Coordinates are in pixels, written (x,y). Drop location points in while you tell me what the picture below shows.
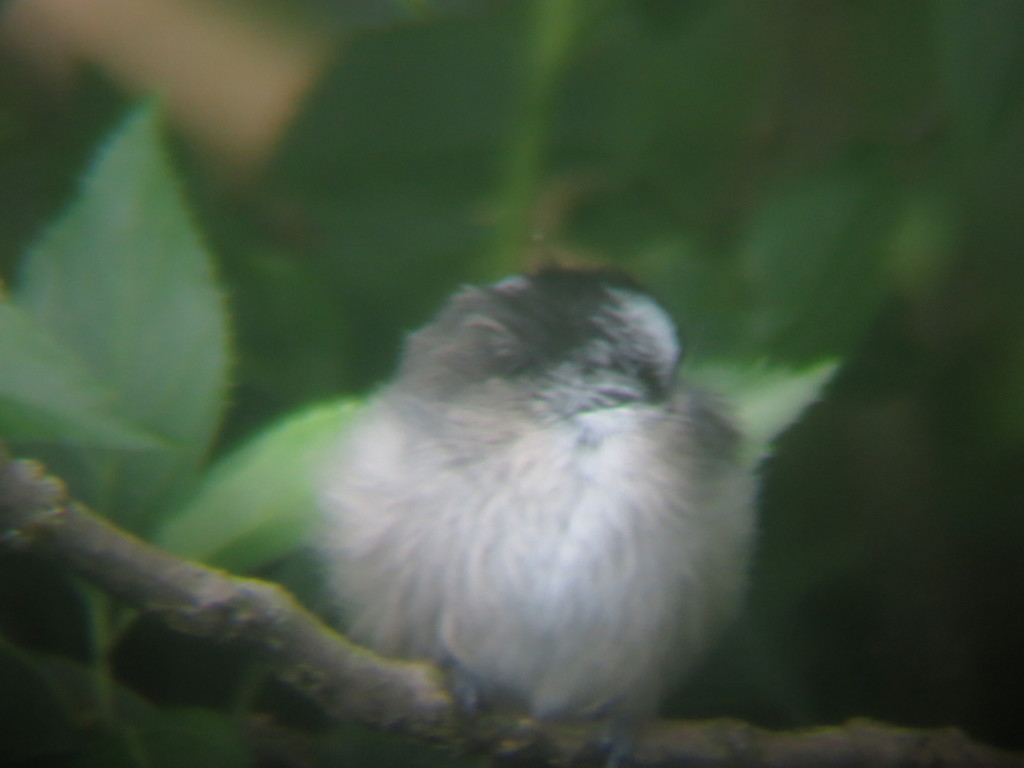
In this picture there is a bird (506,618) on a branch (633,726). In the background of the image (508,156) it is blurry and we can see leaves (244,487).
